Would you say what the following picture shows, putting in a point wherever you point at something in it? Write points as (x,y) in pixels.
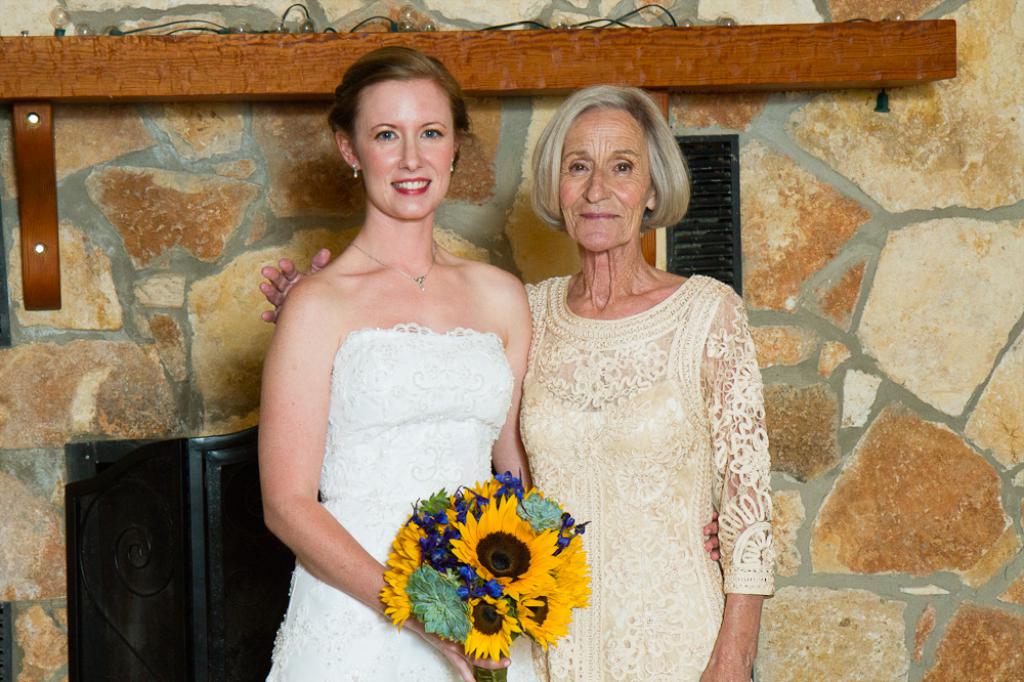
This image consists of two women (548,464). On the left (296,619), the women (423,406) wearing white dress (386,458) is holding the flowers (478,554). On the right (705,517), the woman (705,517) wearing a cream dress (724,570). In the background (464,217), we can see a wall (537,123) on which, there is a rack (422,40) made up of wood (355,44). Behind them, there is an object (245,597) in black color.
